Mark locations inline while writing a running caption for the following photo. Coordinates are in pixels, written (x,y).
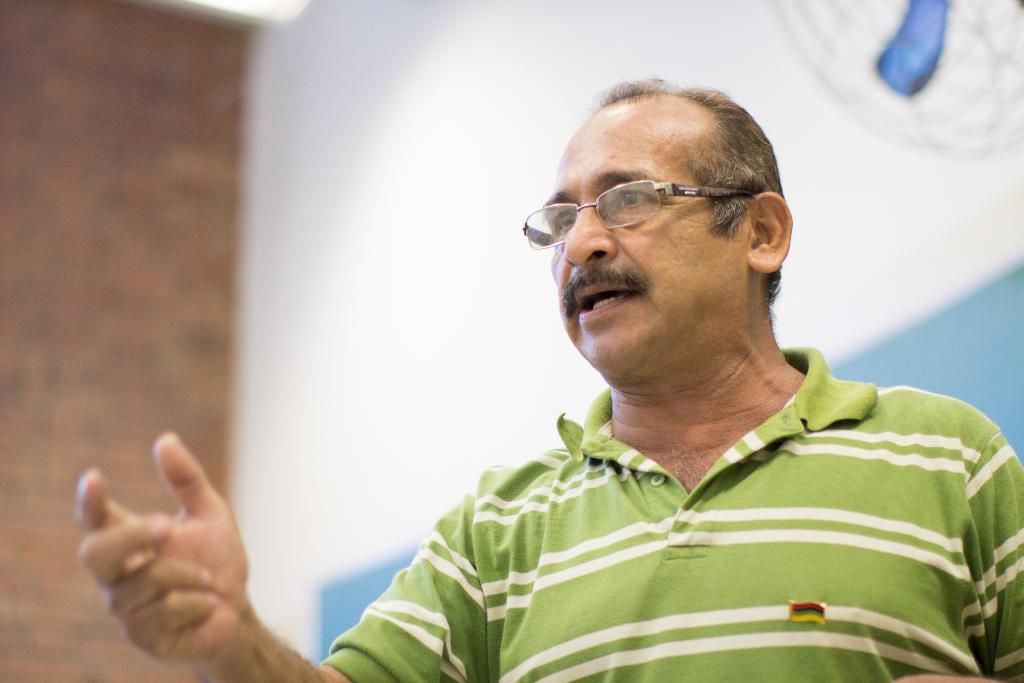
In the center of the image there is a person (569,663). In the background of the image (526,211) there is wall (332,276).
